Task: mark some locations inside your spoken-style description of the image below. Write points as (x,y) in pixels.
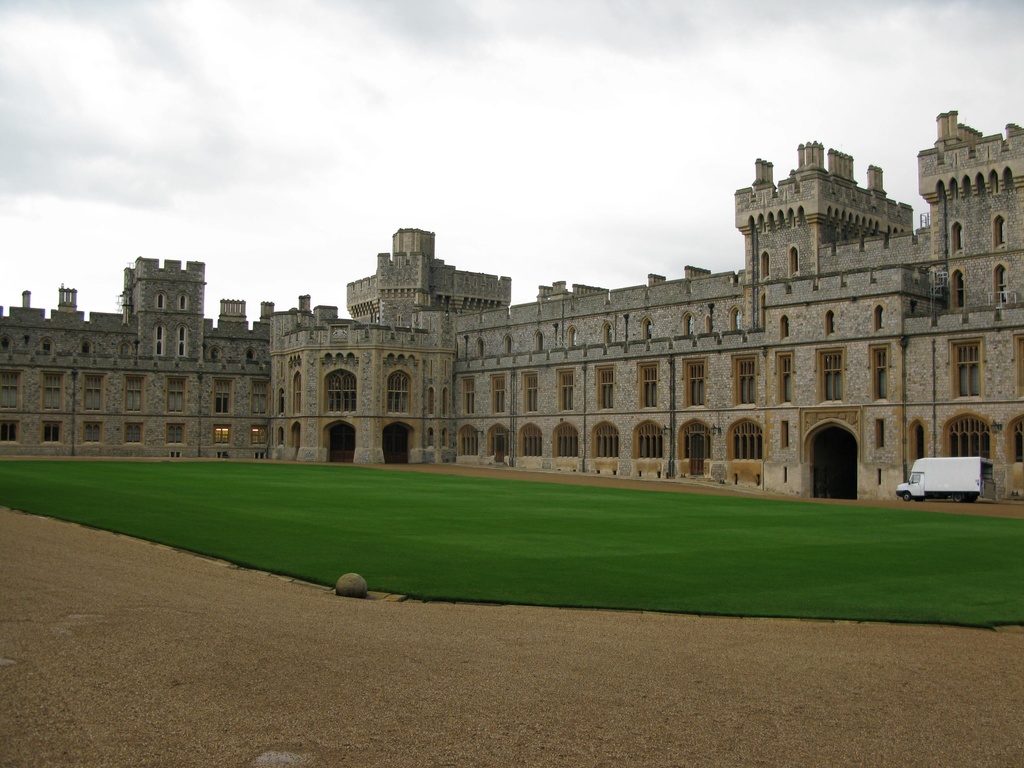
This image looks like a fort (560,419), there are windows (878,435). There is a vehicle (958,478) on the right corner (919,497). There is grass (574,555), there is ground (261,603) at the bottom (212,702). And there is sky (377,195) at the top (377,195).
